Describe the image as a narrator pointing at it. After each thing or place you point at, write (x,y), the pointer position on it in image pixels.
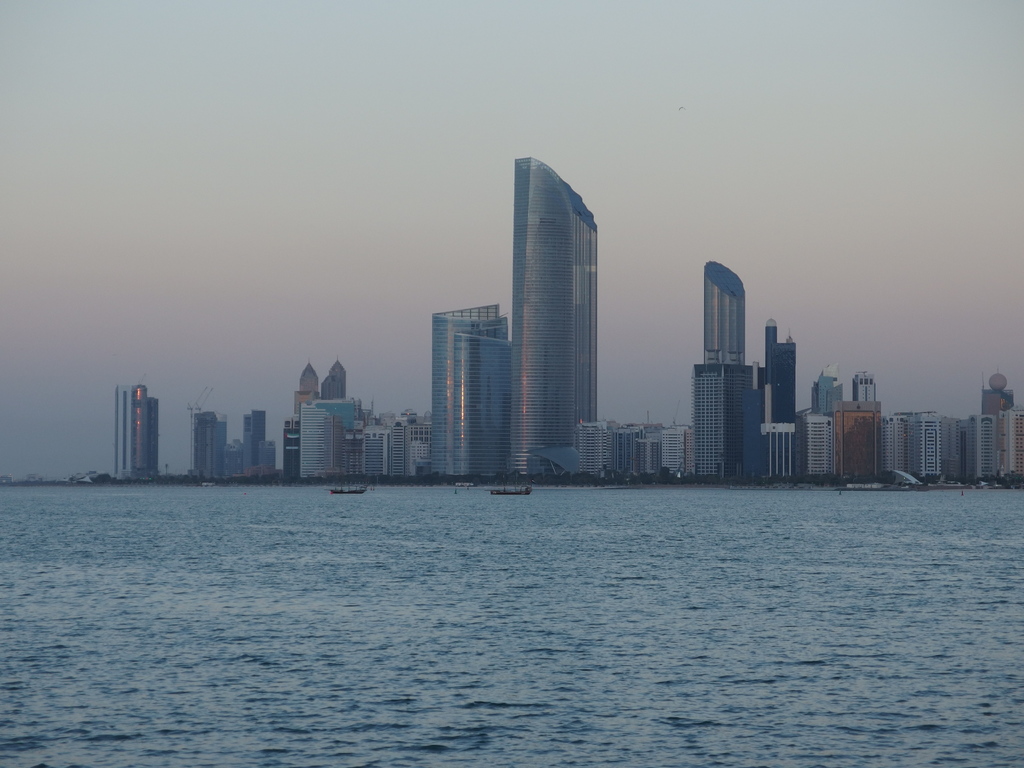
In this image we can see water (348,599). On the water (518,607) there are boats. In the background (505,419) there are buildings (500,405). Also there is sky (290,120).
